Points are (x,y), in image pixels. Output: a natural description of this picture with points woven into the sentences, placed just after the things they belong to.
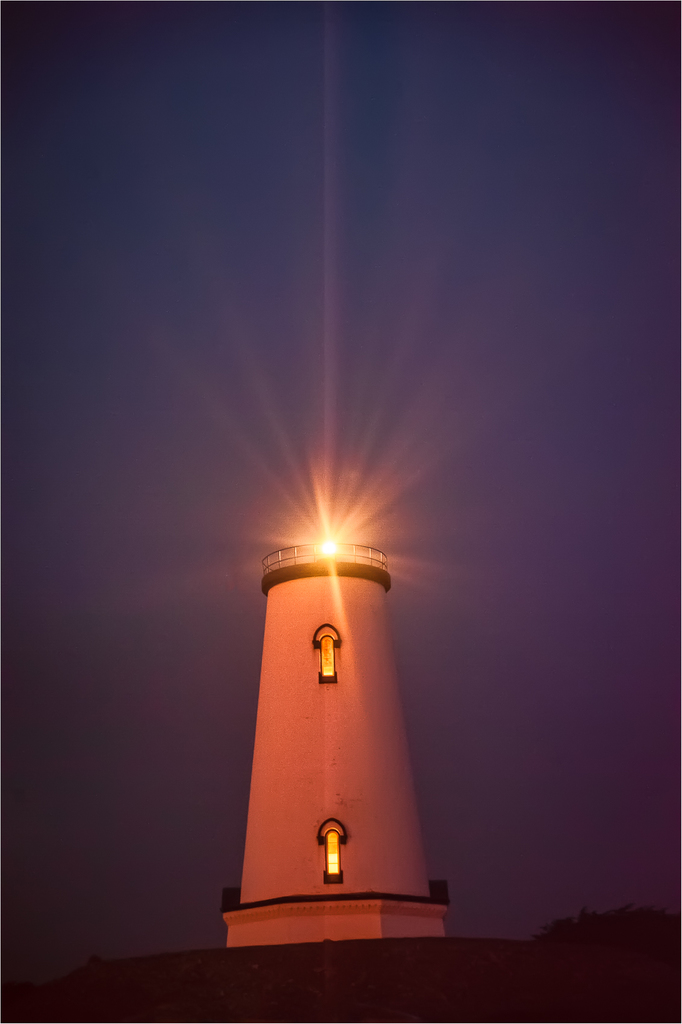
In this picture, there is a lighthouse (418,912) at the bottom (317,902). On the light house (349,718), there are two windows (335,827). At the top (340,254), there is a sky (392,308).
